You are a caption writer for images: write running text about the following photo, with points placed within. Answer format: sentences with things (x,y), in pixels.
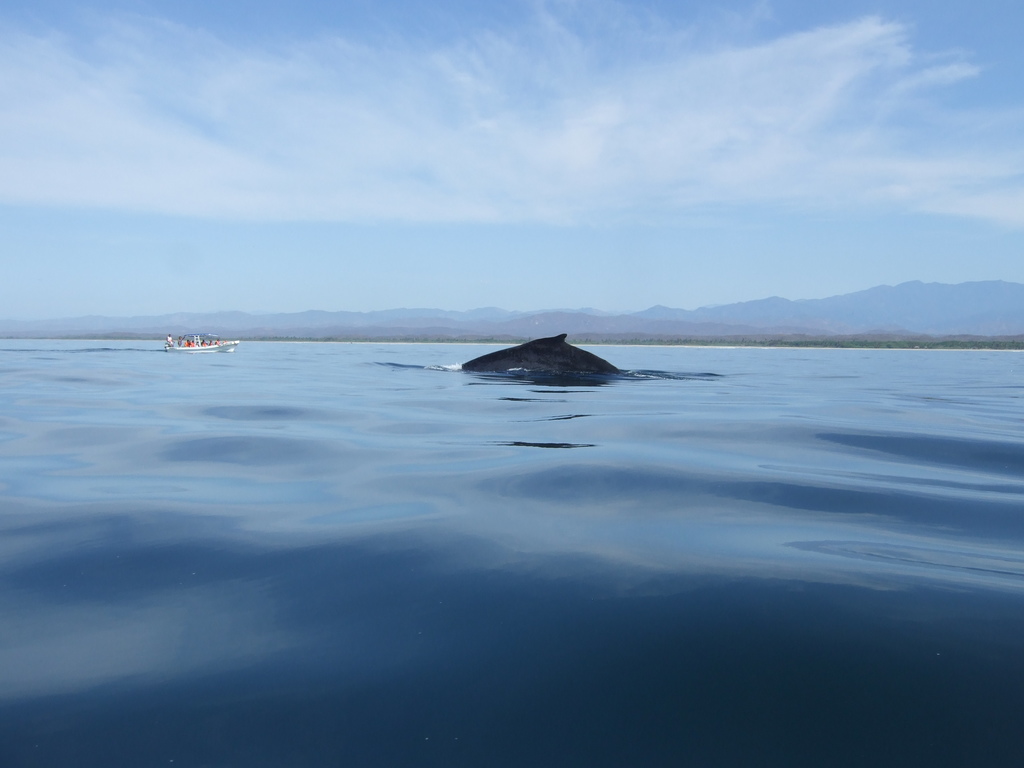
In this image we can see a whale (590,356) on the surface of the water (577,503). We can also see the boat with some people (225,342). In the background (325,323) we can see the mountains (840,319). Sky (727,140) is also visible with the clouds (519,178).
